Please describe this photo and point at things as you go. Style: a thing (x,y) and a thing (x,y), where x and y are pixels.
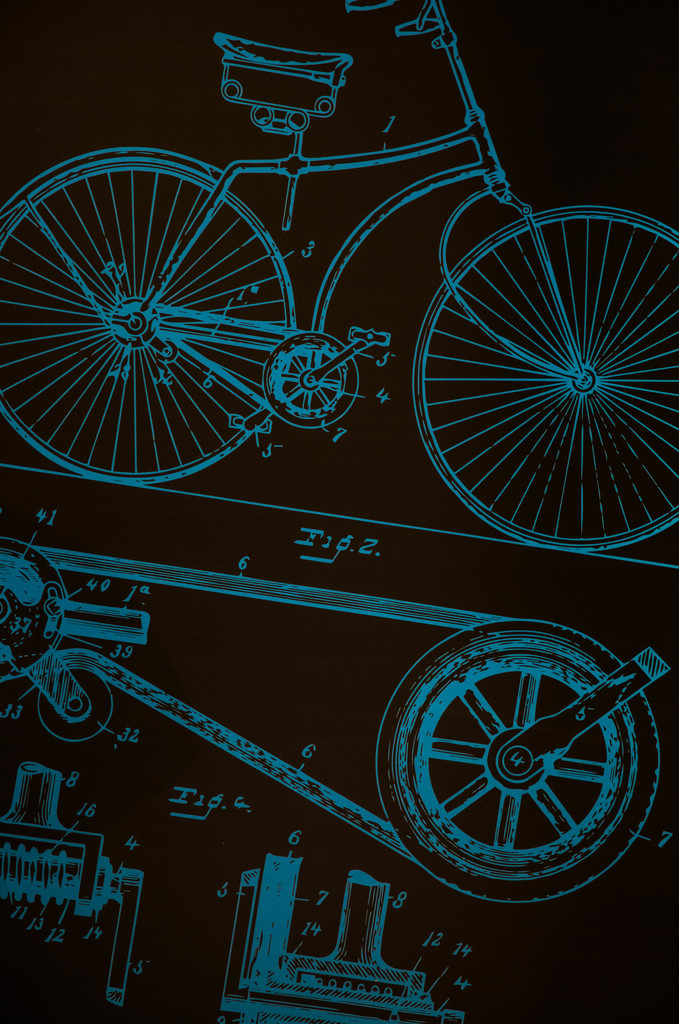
There are paintings (581,428) of bicycles (524,419), its parts (379,839) and numbers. And the background (137,819) is dark in color.
